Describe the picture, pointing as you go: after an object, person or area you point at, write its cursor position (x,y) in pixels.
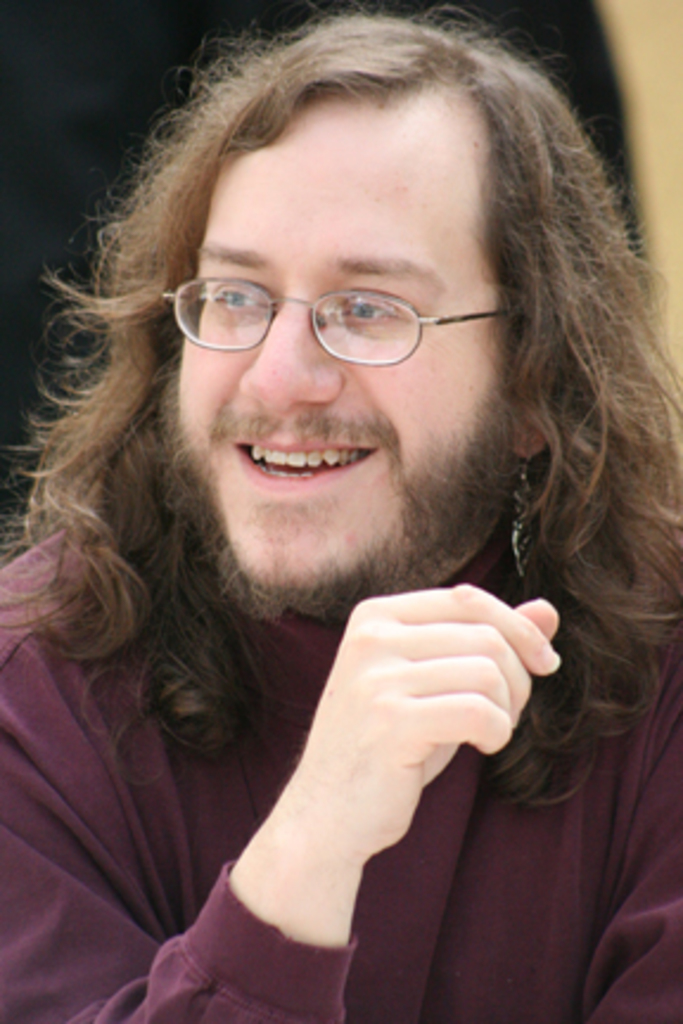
In this picture there is a man (253,721) in the center of the image (257,528) and the background area of the image is black in color.
